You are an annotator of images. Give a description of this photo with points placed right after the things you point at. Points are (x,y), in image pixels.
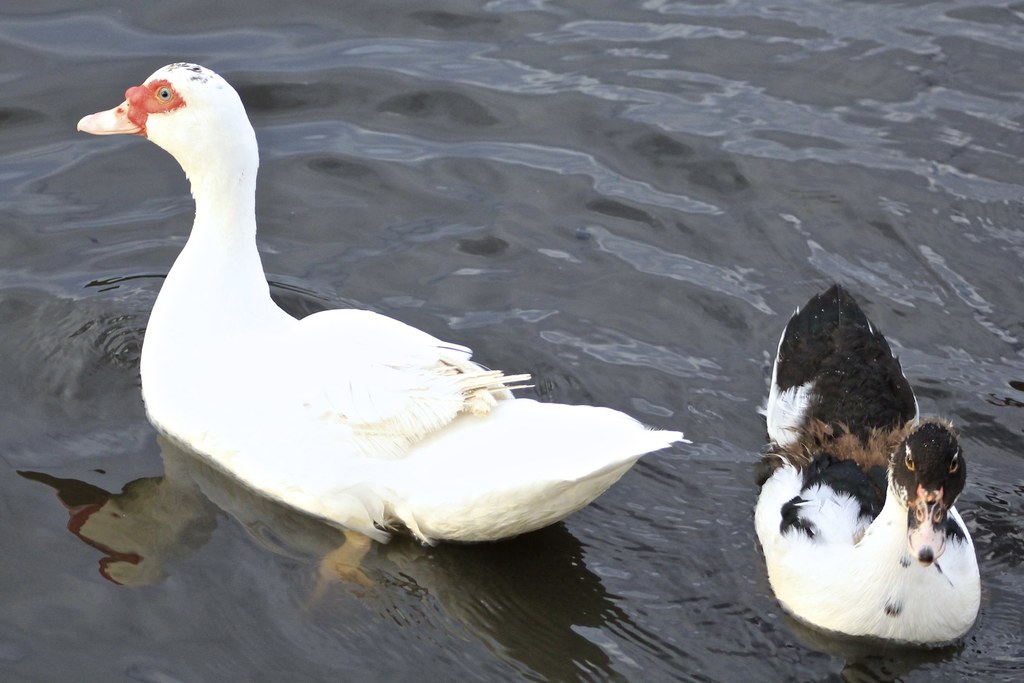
In the picture we can see two ducks (120,123) in the water (1002,477), one duck (300,377) is white in color with red color face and cream color beak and one duck (890,619) is small with some part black and some part (921,513) white in color.
